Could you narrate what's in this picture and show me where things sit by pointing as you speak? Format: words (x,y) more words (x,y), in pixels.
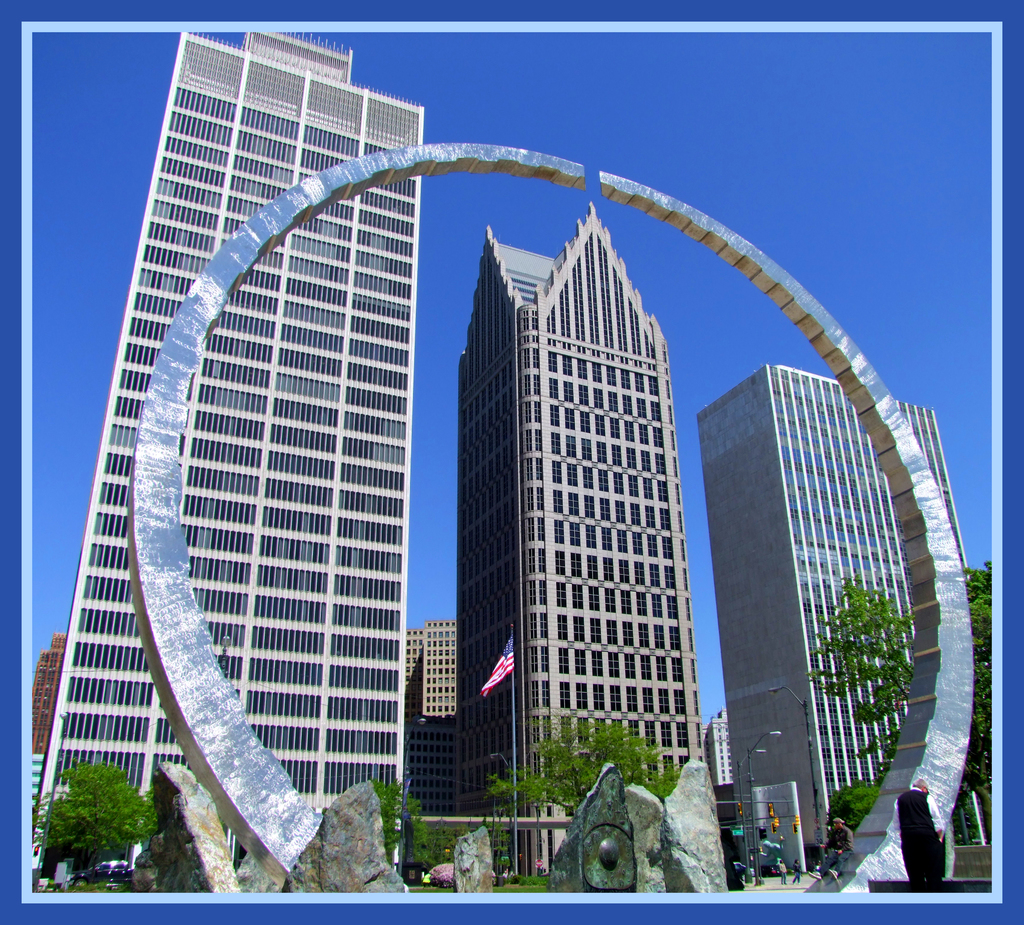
In this image we can see skyscrapers (621,570), sculptures (676,789), arch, flag (492,675), flag post (513,708), persons (829,862), motor vehicles (84,871) and trees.
